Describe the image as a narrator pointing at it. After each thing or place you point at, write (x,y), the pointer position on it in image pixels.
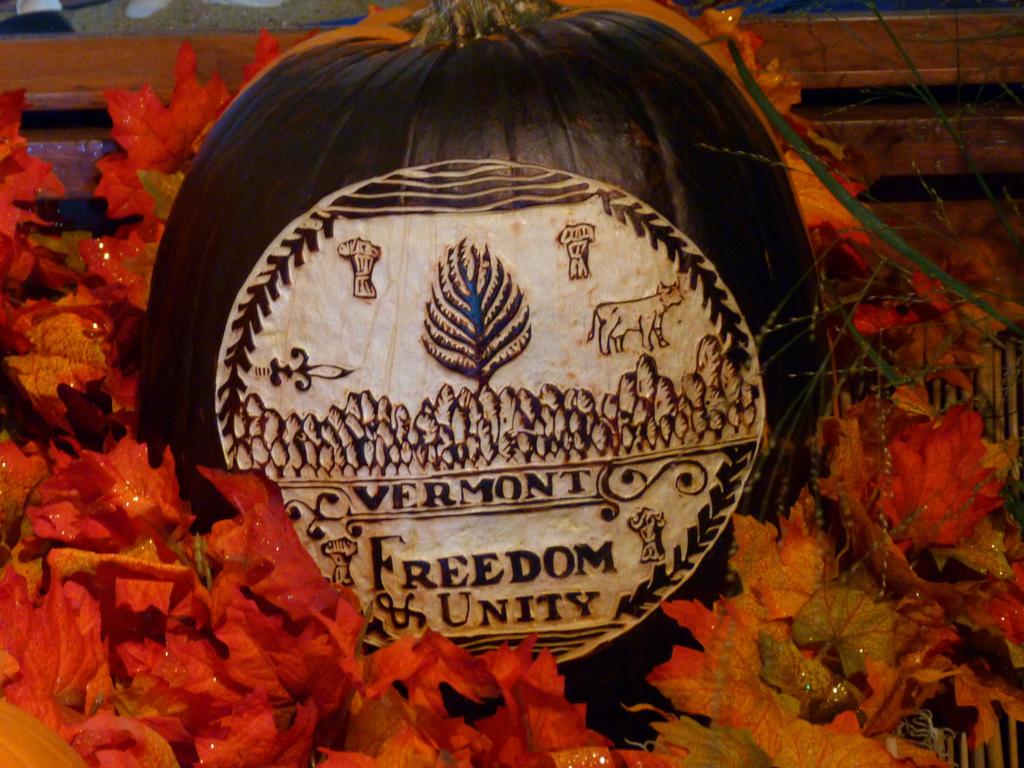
In this image I can see a pumpkin (479,136) which is black and cream in color. I can see few leaves (209,620) which are orange and green in color around the pumpkin (414,352). In the background (909,147) I can see few wooden planks (936,152) which are brown in color.
